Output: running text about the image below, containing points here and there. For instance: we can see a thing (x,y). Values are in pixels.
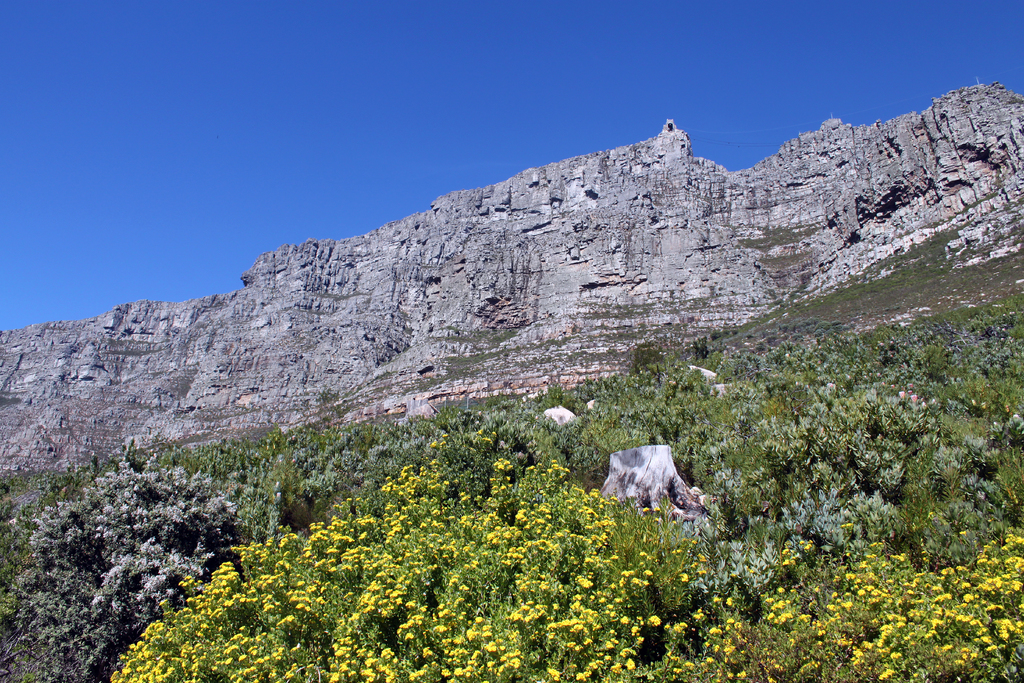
In the center of the image (421,343) we can see mountains (507,288), plants (485,567), flowers (544,511) are there. At the top of the image (243,112) sky (329,211) is there.
